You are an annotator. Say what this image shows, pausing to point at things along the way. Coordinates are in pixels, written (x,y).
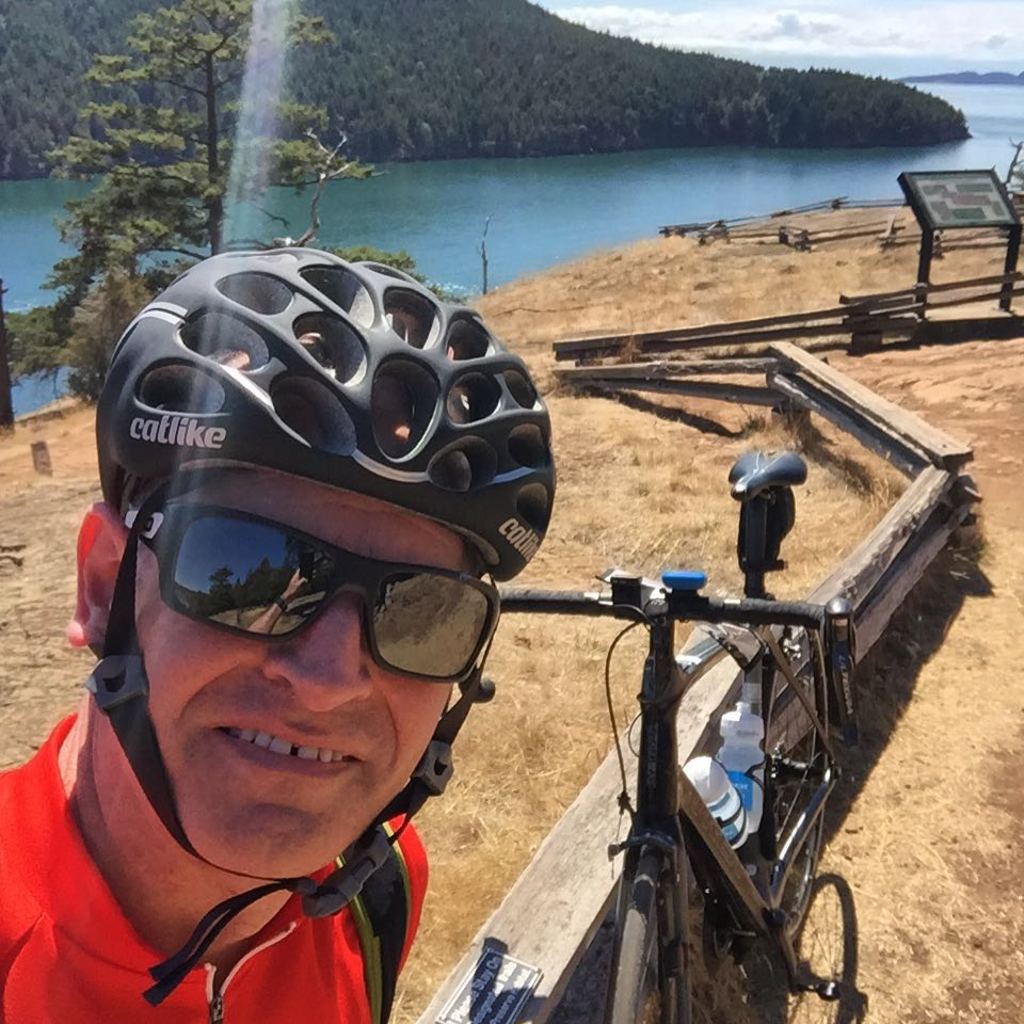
In the picture I can see a person (276,855) is wearing a helmet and shades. In the background (776,657) I can see a bicycle (838,648), fence (937,441), grass (776,442), water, trees (690,122), the sky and some other objects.
